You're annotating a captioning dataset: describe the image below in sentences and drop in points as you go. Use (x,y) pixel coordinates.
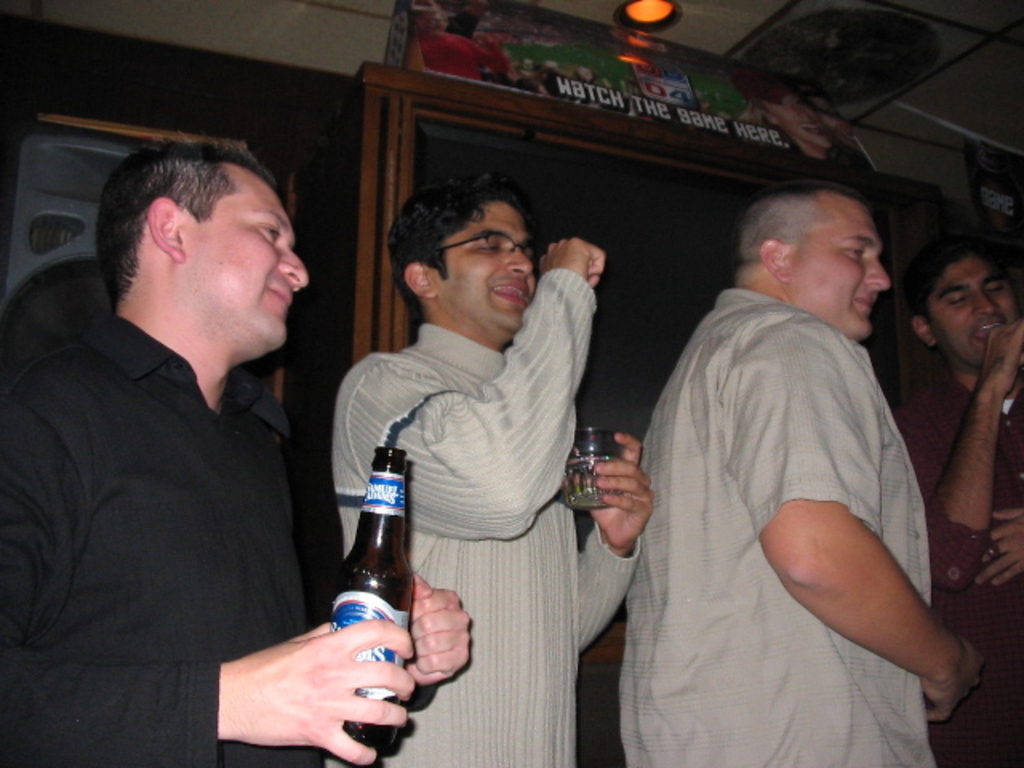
In this image there are group of people (648,461) standing and having smile (498,283) on their faces (513,287) on the left side (171,471) person (180,574) with a black colour shirt (178,569) is holding a bottle (394,599) and in the center (502,472) the person (503,471) is holding a glass (596,465). In the background (602,91) we can see a name (606,105) watch the game here and a banner (565,77) on the roof (716,39) we can see lights (661,13) on.
